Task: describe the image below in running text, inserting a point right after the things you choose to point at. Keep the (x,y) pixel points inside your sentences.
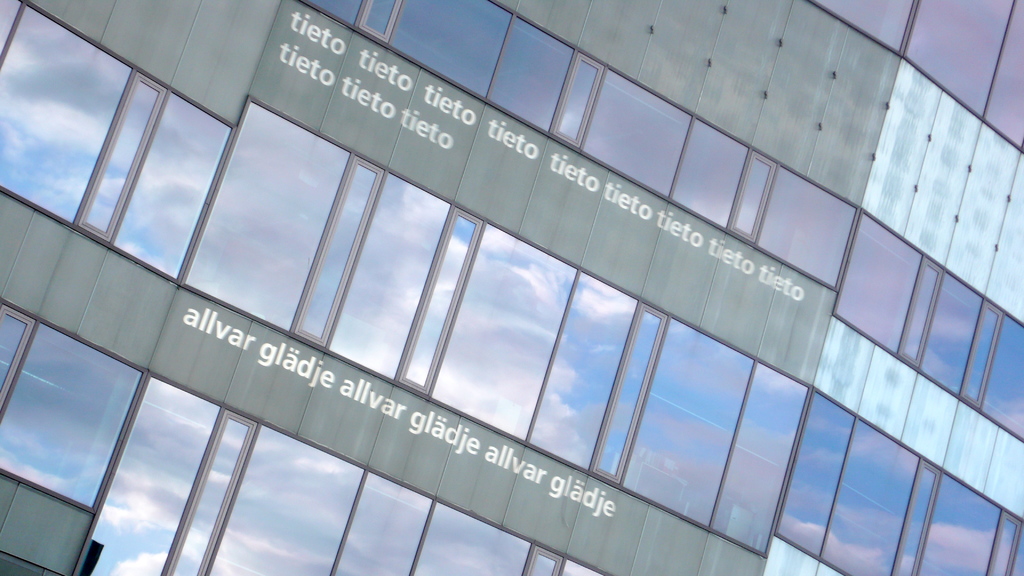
In this picture there is a glass building (372,385) which has something written on it.
